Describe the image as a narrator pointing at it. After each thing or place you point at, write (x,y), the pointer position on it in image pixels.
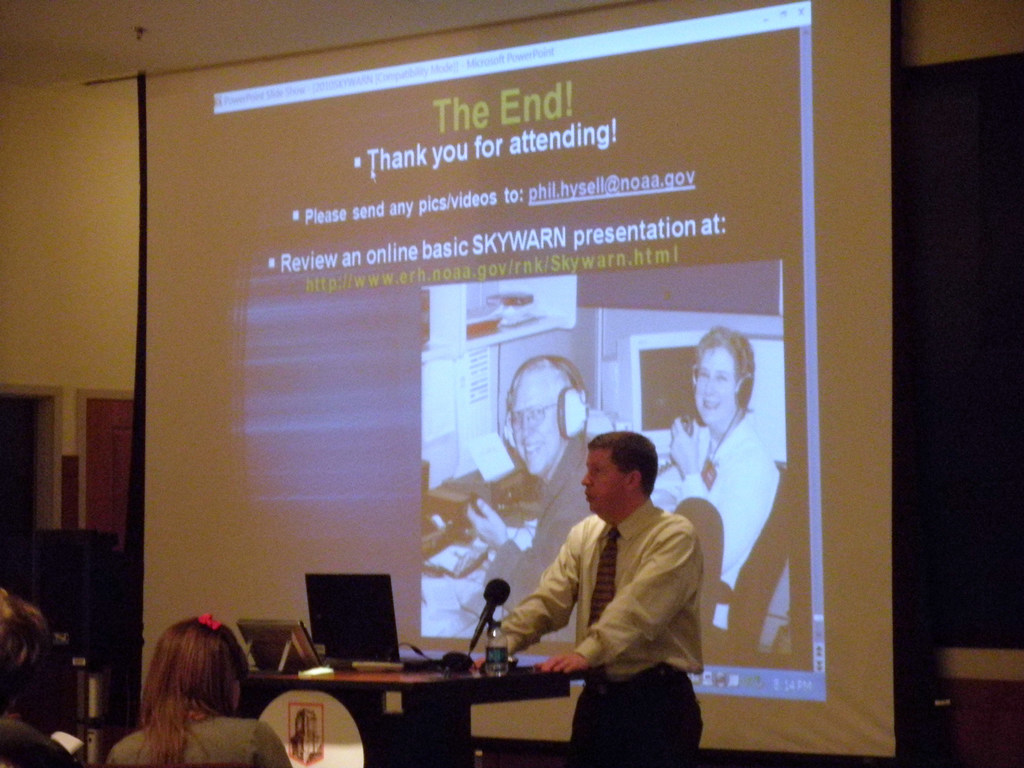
The man (661,628) in the white shirt (658,596) is standing. In front of him, we see a table (377,681) on which tablet (257,657), monitor (359,638), water bottle (498,675) and microphone (499,592) are placed. At the bottom of the picture (196,698), we see the girl (238,687). Behind him, we see a projector screen (425,409) which is displaying the text (459,245) and the images (589,423) of man (538,418) and woman (679,456). In the background (93,260), we see a wall (134,318) and a brown door (123,475).
